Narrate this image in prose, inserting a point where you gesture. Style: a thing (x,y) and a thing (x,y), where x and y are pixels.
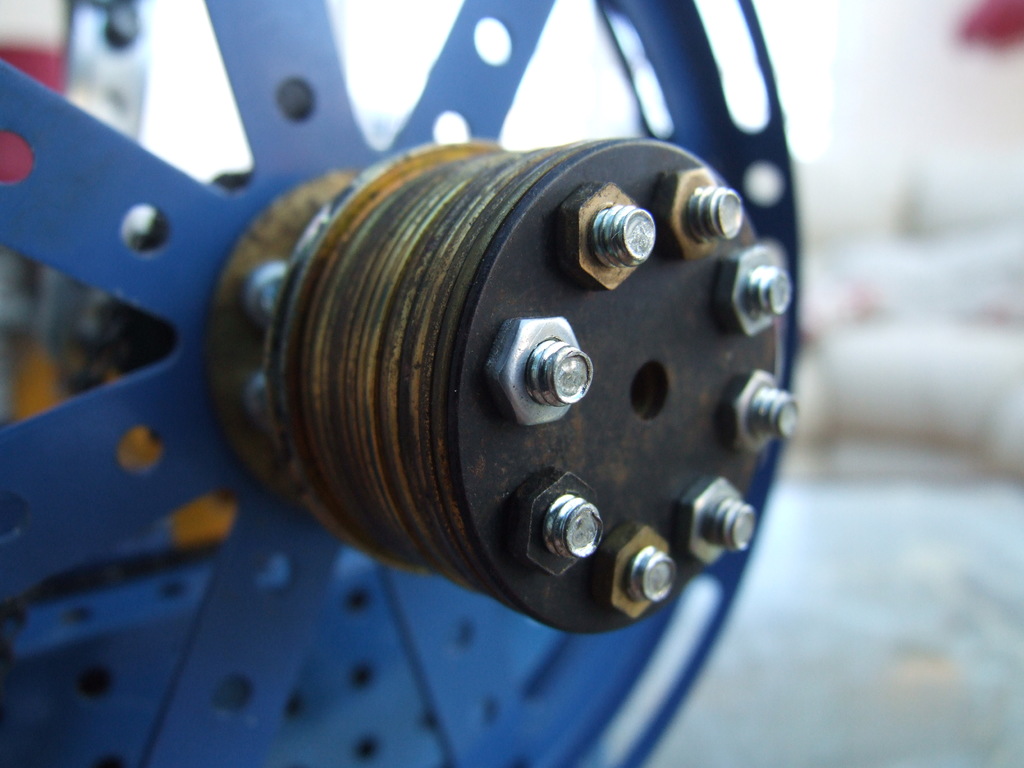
In this picture I can observe a blue color wheel (207,229). I can observe some bolts (546,371). The background (431,41) is blurred.
